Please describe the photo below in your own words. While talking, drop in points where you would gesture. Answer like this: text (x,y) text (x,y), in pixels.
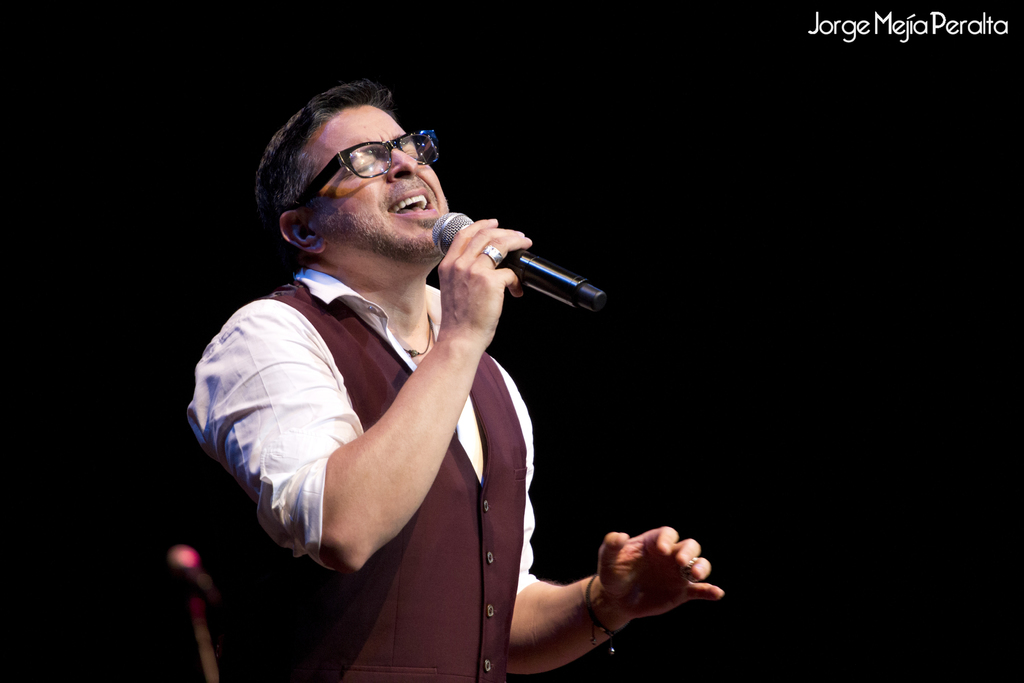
There is a man (336,264) standing in the center (360,355). He is holding a microphone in his right hand (441,304) and he is singing a song.
